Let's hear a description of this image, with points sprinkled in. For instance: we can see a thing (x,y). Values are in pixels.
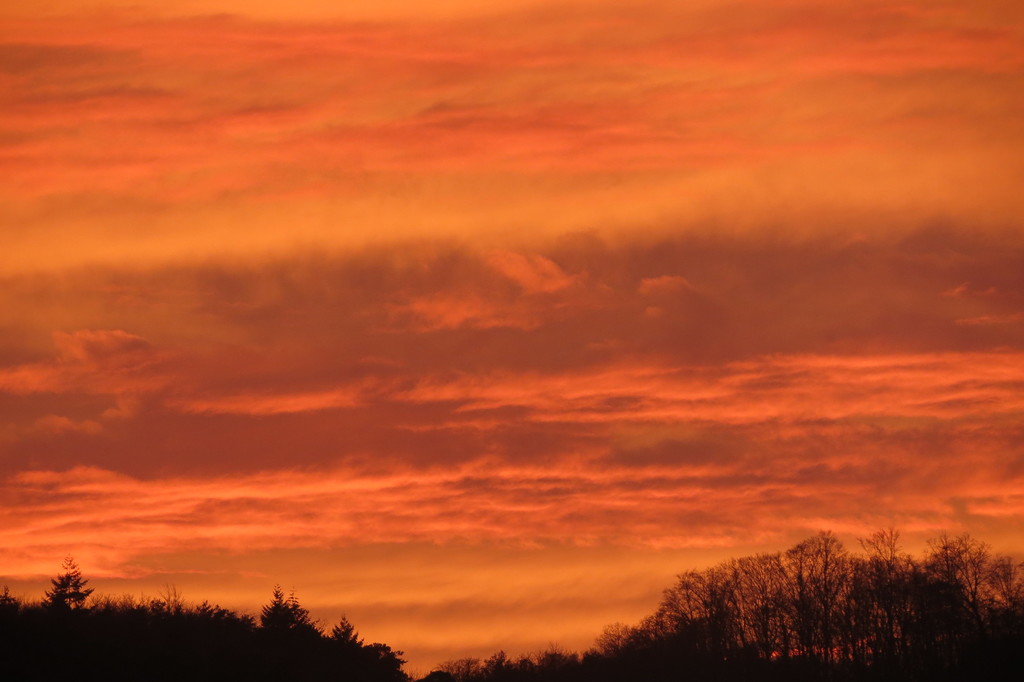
In this image, we can see some trees (701,629). In the background of the image (714,177), there is a sky (466,148).
